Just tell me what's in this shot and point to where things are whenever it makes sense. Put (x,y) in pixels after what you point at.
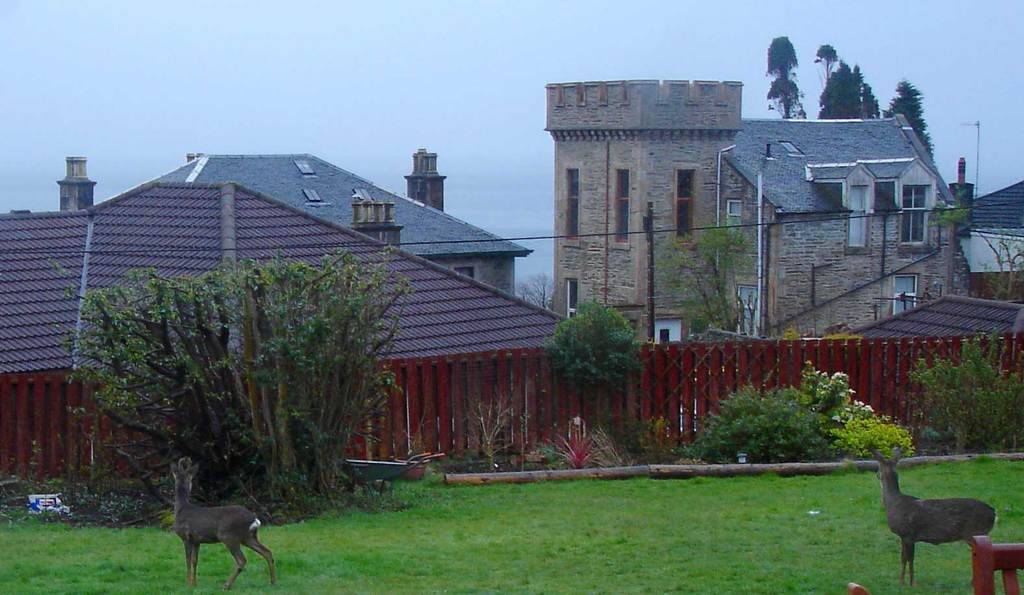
In this image we can see deer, plants (316,408), fence (562,434) and other objects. In the background of the image (557,221) there are buildings (622,246), poles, trees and other objects (606,207). At the top of the image (477,56) there is the sky (405,33). At the bottom of the image (533,554) there is the grass (833,554). On the right side of the image (981,580) there is an object (1007,555).
